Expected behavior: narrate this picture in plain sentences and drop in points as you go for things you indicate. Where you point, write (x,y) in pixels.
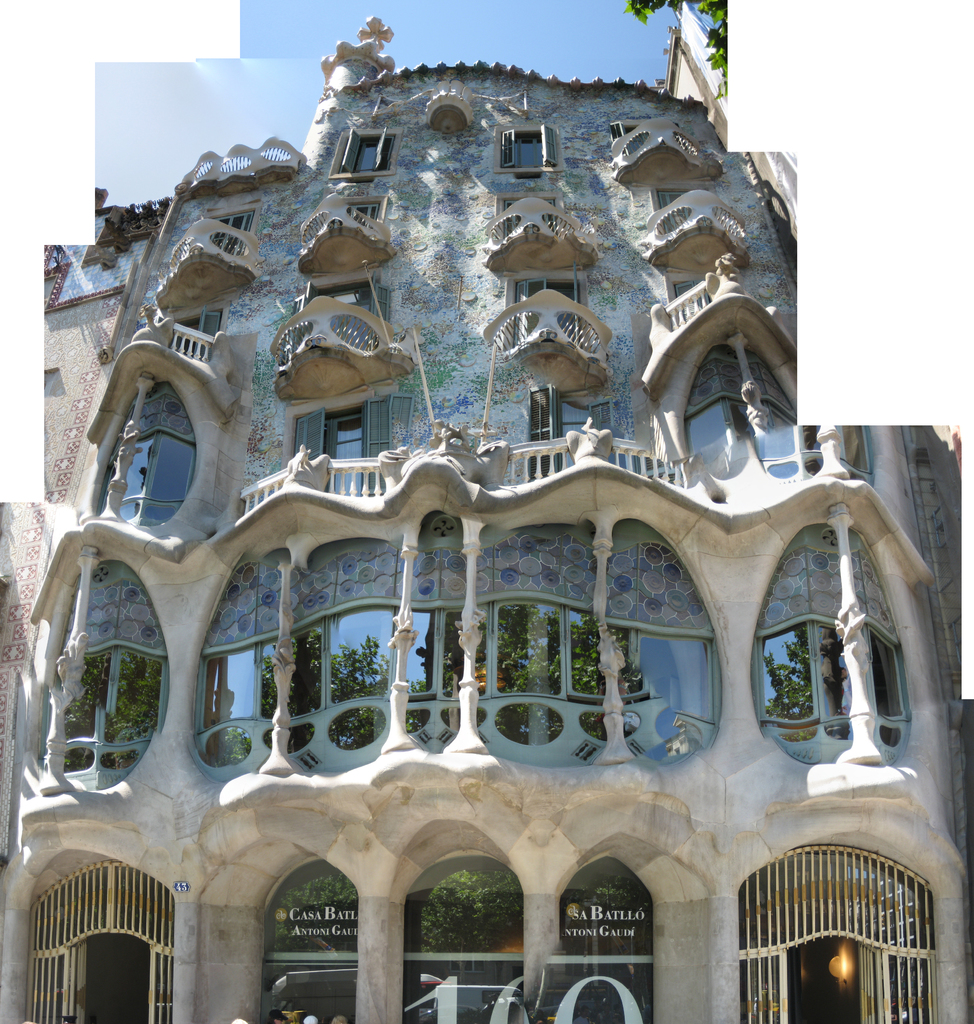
In this image, we can see a building (448,771). At the top of the image (502,36), we can see the sky (504,23).
